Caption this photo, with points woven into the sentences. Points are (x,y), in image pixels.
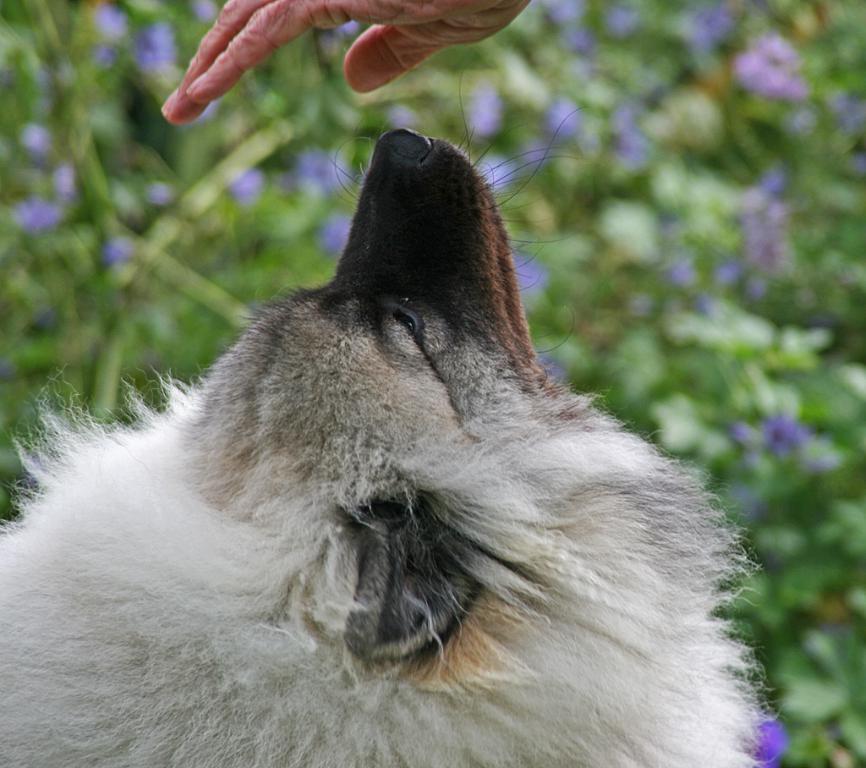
In this image at the bottom (426,534), there is a dog (375,522). At the top (456,10) there is a person hand (390,30). In the background (633,238) there are plants (630,228).
